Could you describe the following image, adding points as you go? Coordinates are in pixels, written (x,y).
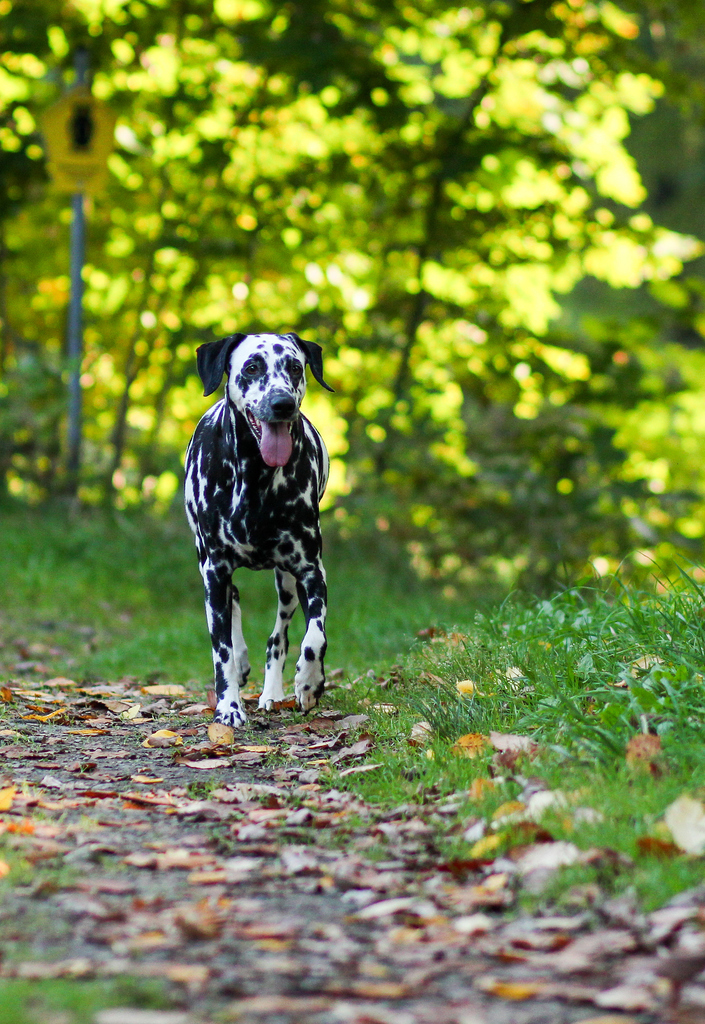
This image is taken outdoors. At the bottom of the image (337,844) ground (403,826) with grass (419,768) and a few dry leaves (57,714) on it. In the background (340,206) there are many trees (440,291). In the middle of the image (306,671) a dog (291,568) is walking on the ground (250,645).
